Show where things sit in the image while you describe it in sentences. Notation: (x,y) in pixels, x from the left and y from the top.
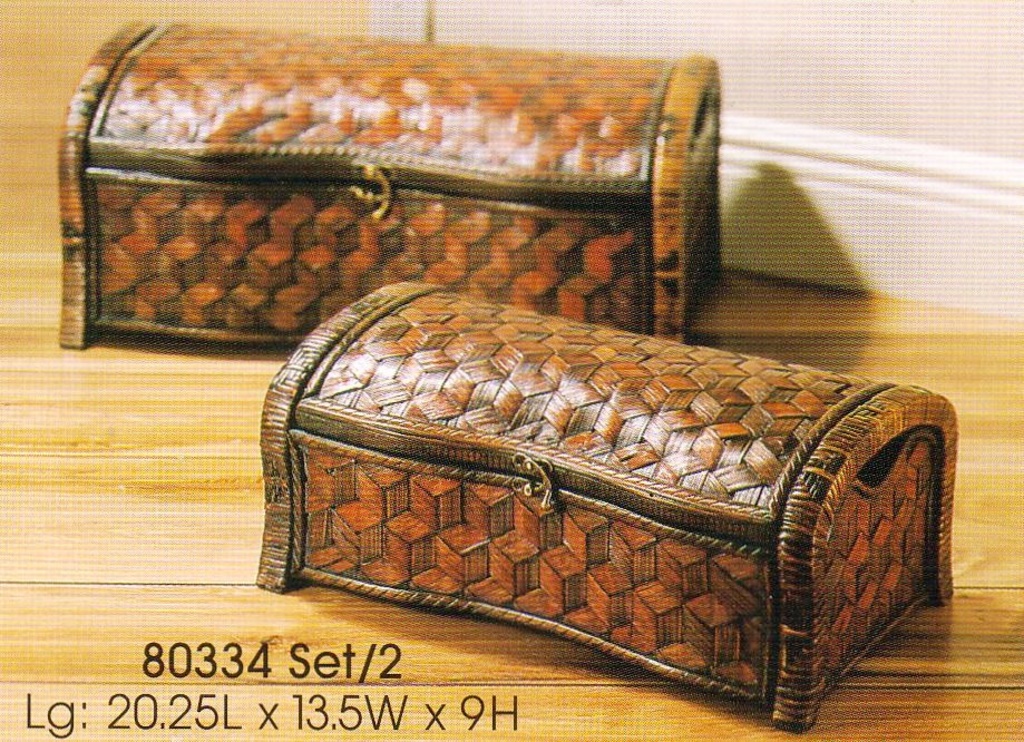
In this image there are small boxes (338,365) on the wooden floor (179,452). Behind them there is a wall (809,41). In the bottom left (333,727) there are numbers (217,700) and alphabets (67,718) on the image.
